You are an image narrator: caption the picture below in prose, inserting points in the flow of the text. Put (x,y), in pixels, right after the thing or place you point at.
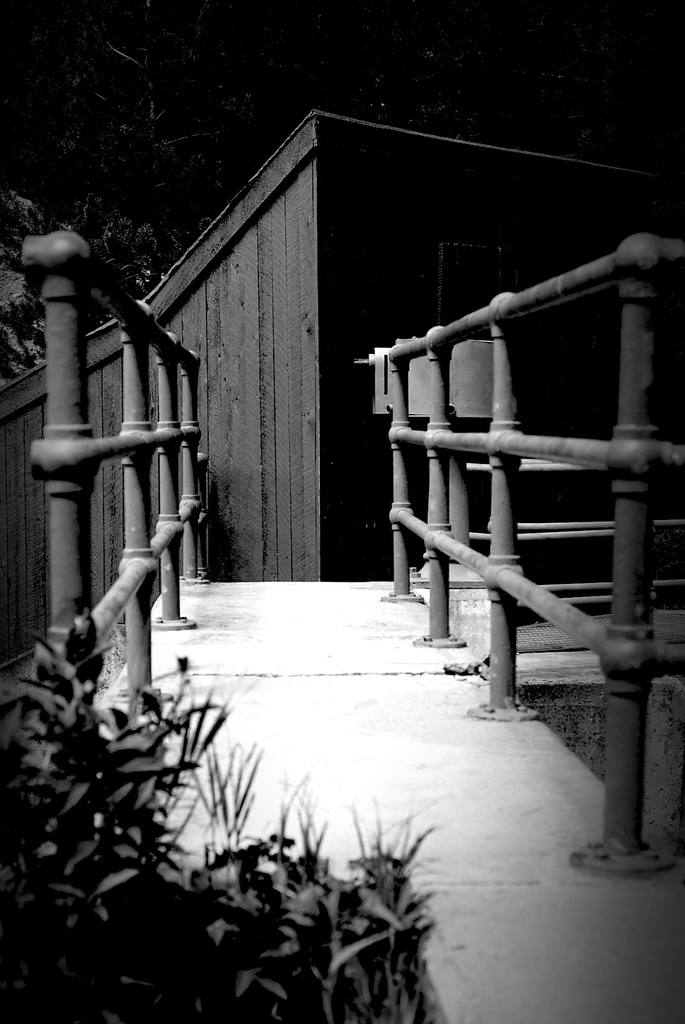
This is a black and white image where we can see plants (197,927), railings (651,444), house (425,253) and trees (326,84). There is a pathway (362,720) in the middle of the railings (510,566).
